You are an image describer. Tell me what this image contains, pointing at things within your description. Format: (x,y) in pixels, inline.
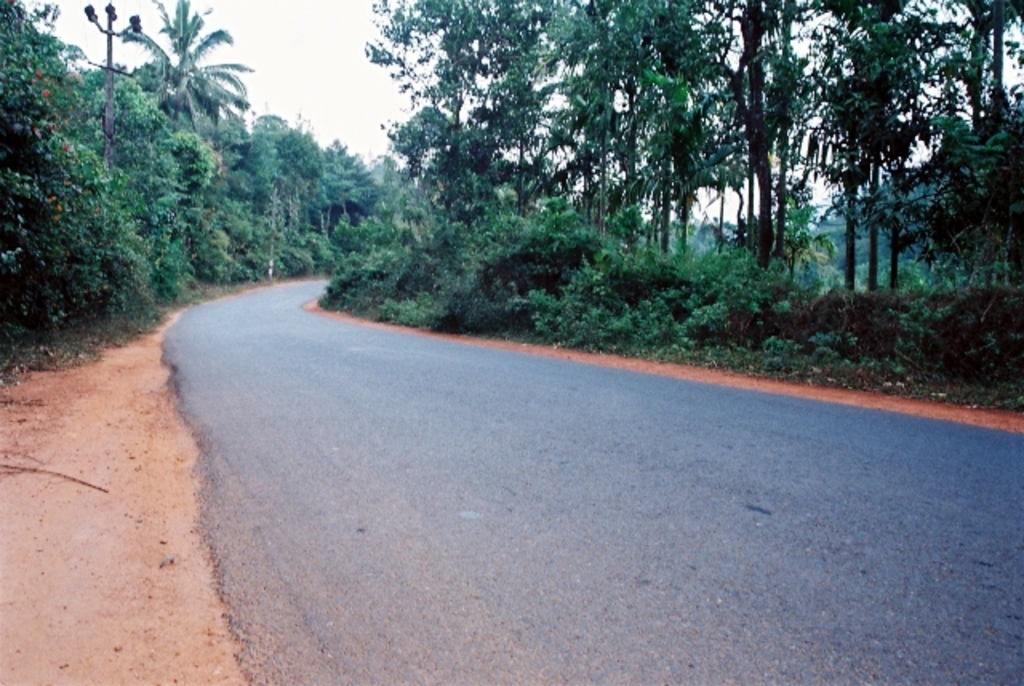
There is a road (457,494) at the bottom of this image (457,494). We can see trees (310,268) in the background (560,268) and there is a sky (341,81) at the top of this image (341,81).
